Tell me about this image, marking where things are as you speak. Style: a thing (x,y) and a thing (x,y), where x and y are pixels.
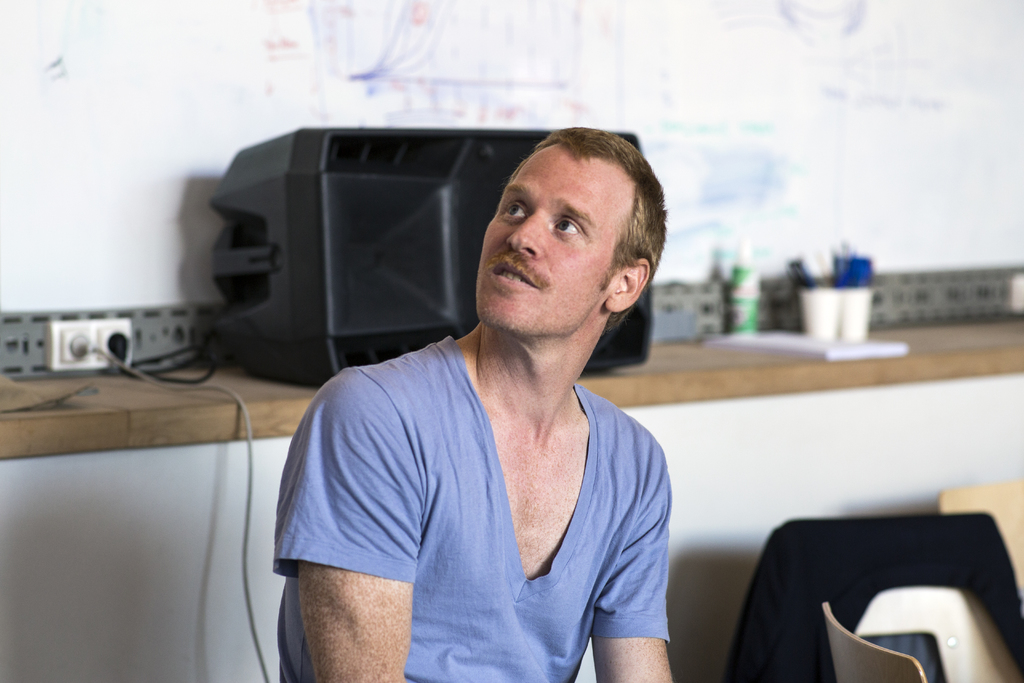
There is a man (374,667) sitting and we can see chairs (782,548), behind him we can see device (368,162), cables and objects (814,331) on the wooden platform (692,363) and we can see wall (177,70).
